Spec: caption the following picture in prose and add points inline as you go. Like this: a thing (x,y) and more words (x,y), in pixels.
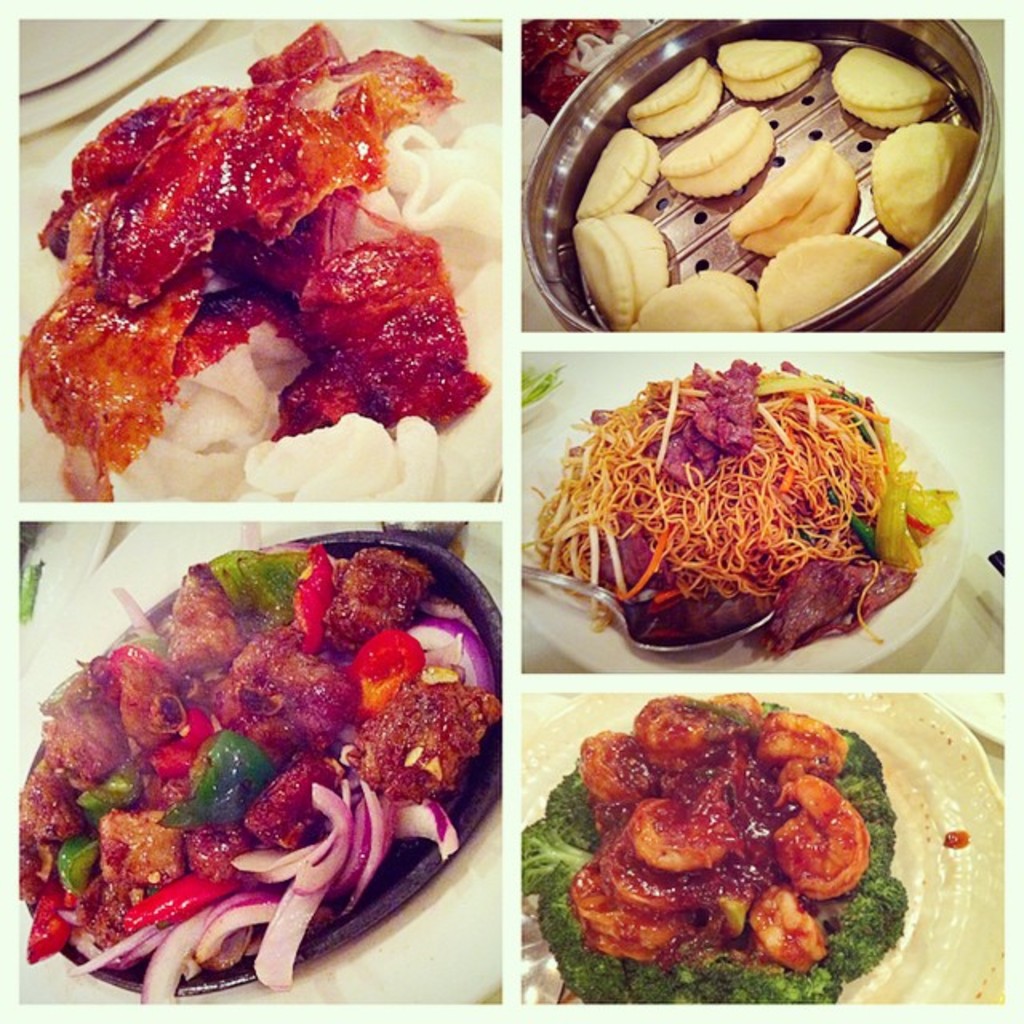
In this image, we can see some food (365,125) in the containers (696,228).
